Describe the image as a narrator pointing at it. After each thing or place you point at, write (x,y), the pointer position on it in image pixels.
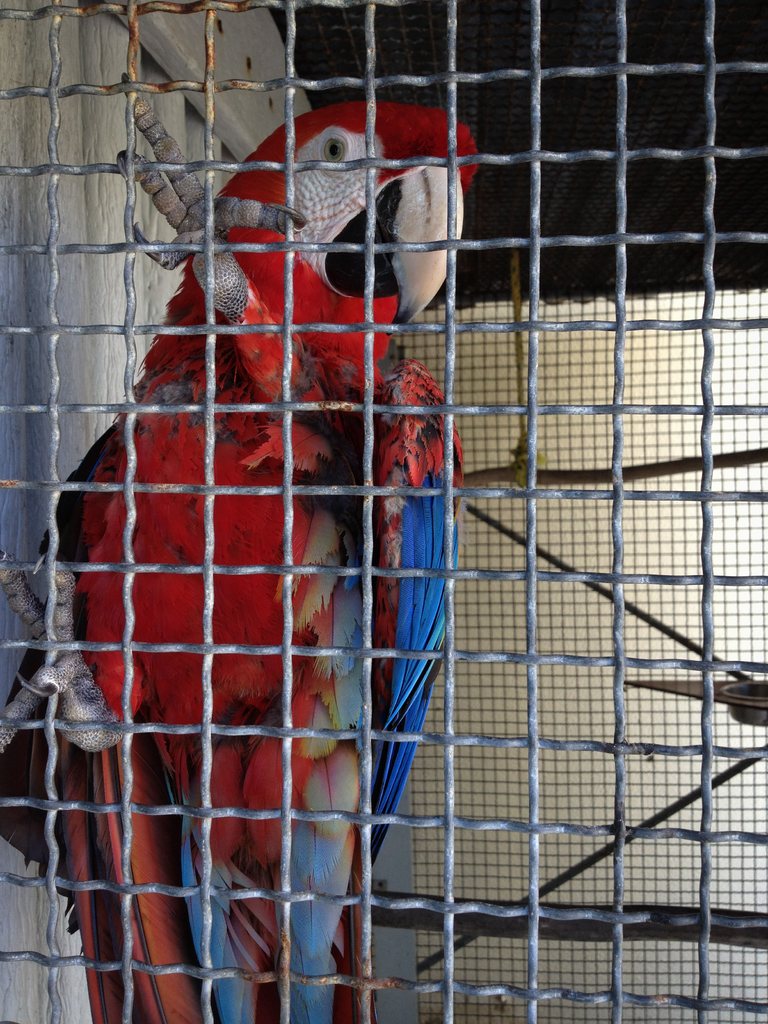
In this picture there is a parrot (272,212), which is red and blue in color inside a cage (332,730).
